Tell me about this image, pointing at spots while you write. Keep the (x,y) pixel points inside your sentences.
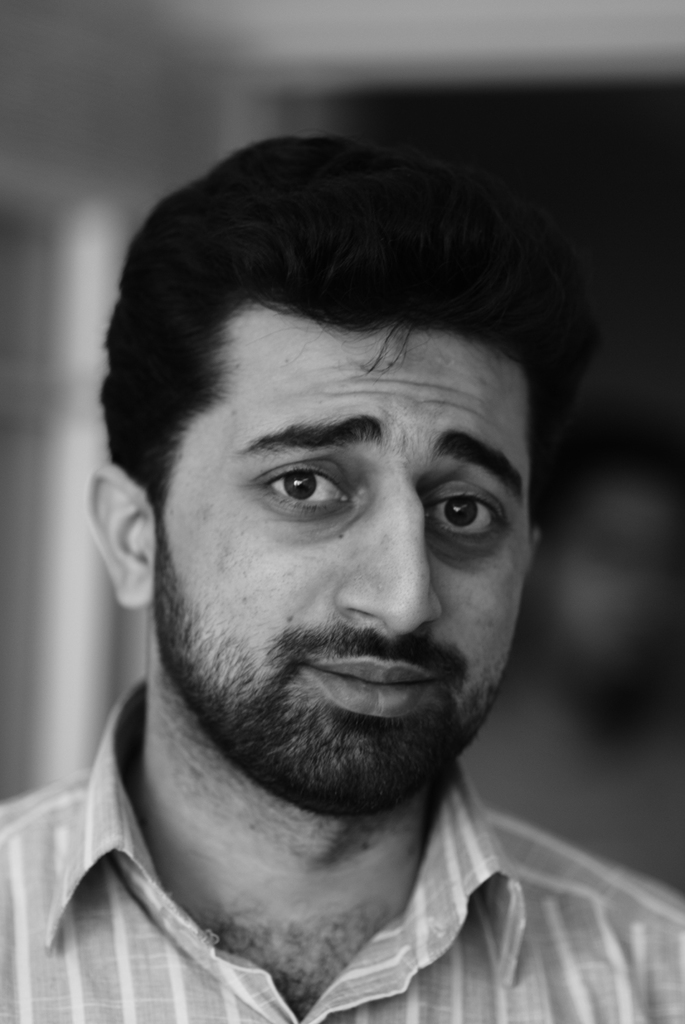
This is a black and white picture of a person (391,955) and the background (657,556) is blurred.
